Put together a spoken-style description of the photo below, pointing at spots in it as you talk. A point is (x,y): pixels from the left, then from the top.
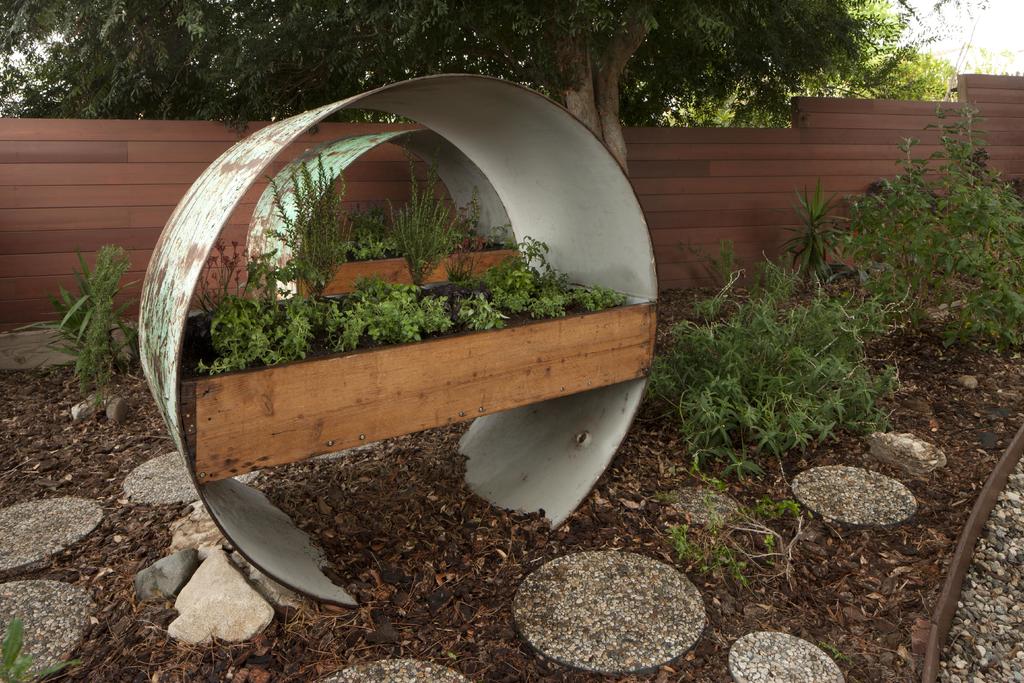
In the center of the image (355,299) we can see plants (495,292) placed on the wooden plank (394,372). At the bottom (777,456) there are shrubs (815,330). In the background (797,269) there are trees (725,103) and a wall (753,185).
